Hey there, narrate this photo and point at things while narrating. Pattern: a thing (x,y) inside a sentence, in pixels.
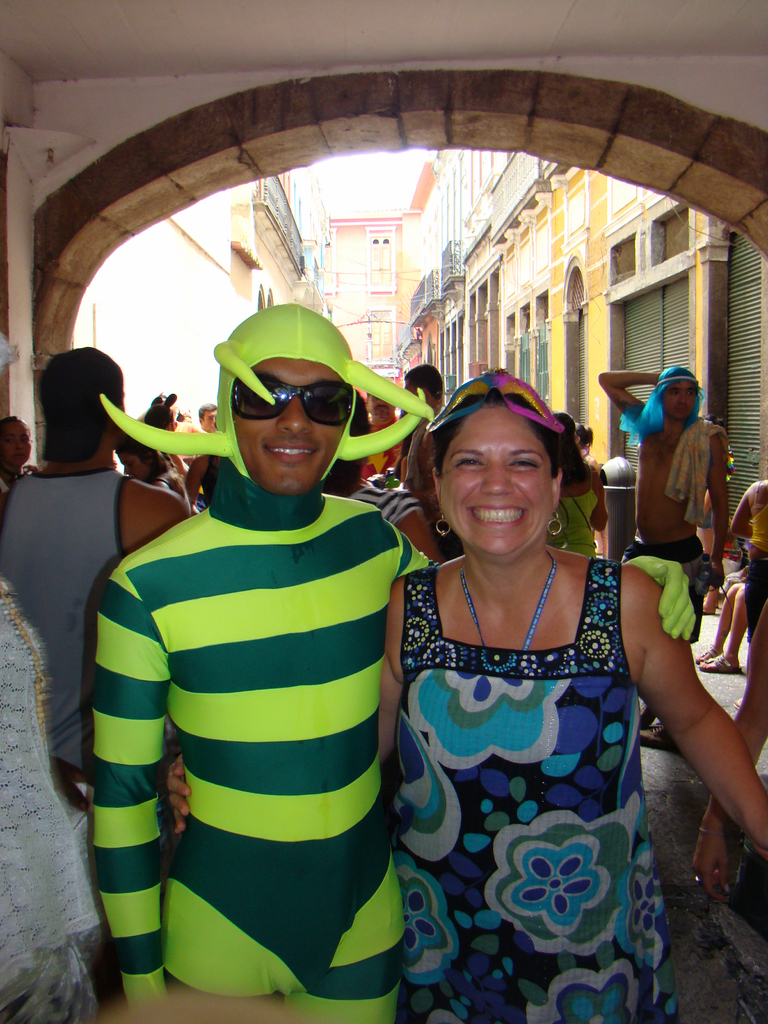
In this image we can see few people (560,511), a person (267,528) is wearing costume (281,582) and there are few buildings (451,285) and the sky (388,194) in the background (373,199).
